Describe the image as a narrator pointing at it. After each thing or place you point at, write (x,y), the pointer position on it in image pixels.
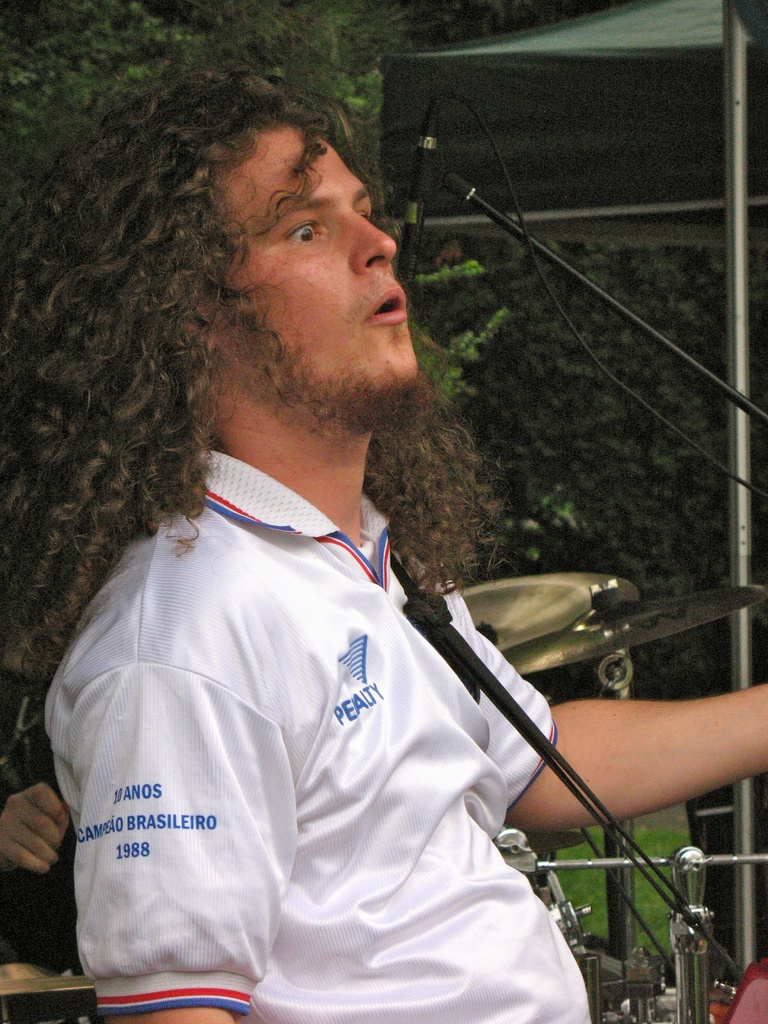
Here we can see a person (399,427), mike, and musical instruments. In the background (472,361) there are trees (472,361).
